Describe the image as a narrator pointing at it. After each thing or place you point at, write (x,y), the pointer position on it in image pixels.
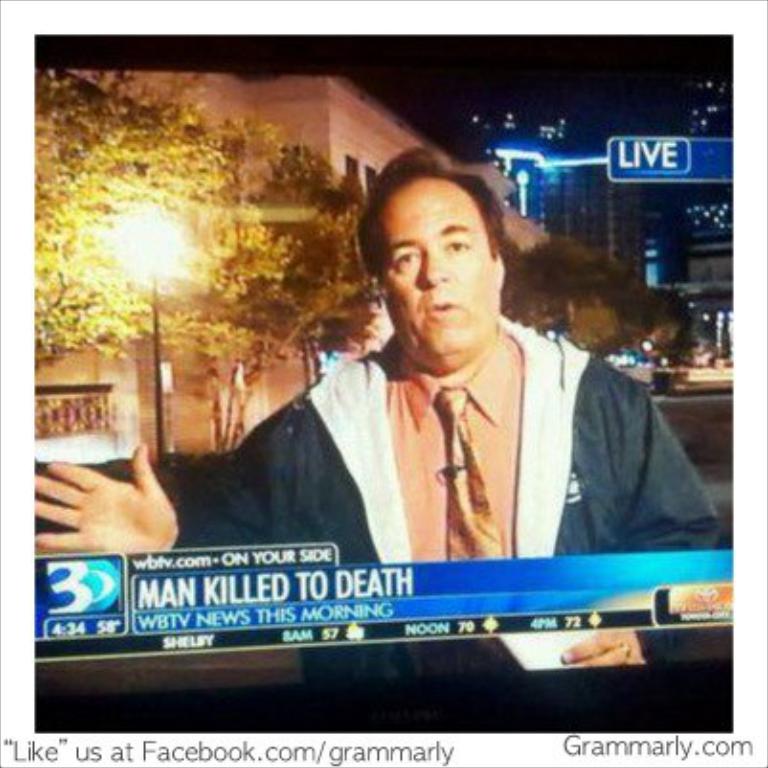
This image consists of a television screen (250,390). In this image there is a text (184,592). In the middle of the image (454,404) there is a man (454,404). In the background (564,222) there are a few houses (645,251) and there is a tree (147,312) and a pole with a street light (162,265).
